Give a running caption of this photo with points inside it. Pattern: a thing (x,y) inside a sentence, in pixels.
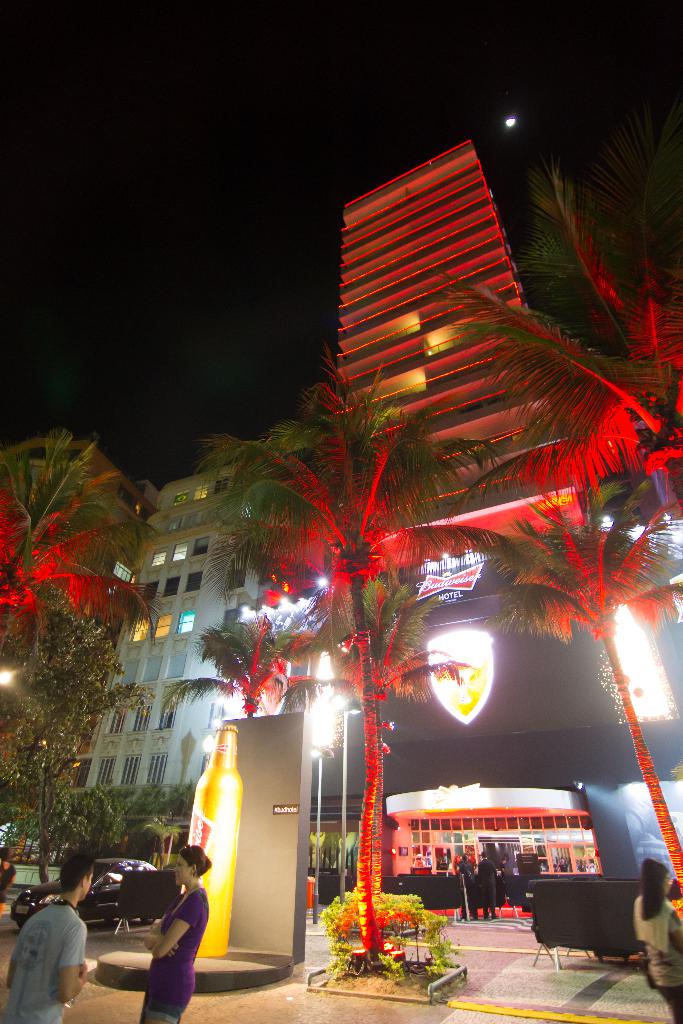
This picture is clicked in the city. At the bottom of the picture (46,913), we see two people (181,940) standing on the road (14,934). Behind them, we see plants (337,951), trees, a statue (226,846) of the glass bottle (233,777) and a car (30,893) moving on the road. In the background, we see buildings (533,832) in white color. We even see trees (60,628) and street lights (344,799). At the top of the picture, we see the moon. On the right side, we see tables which are covered with a black color sheet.
